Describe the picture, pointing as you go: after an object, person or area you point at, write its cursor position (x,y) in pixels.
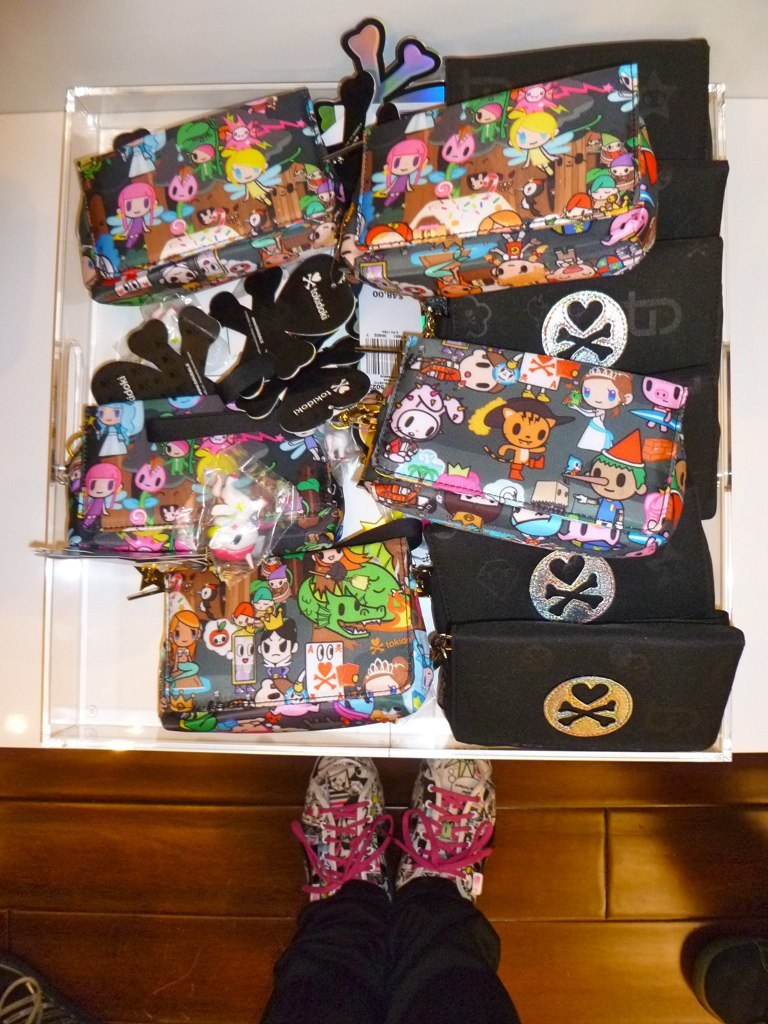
In the image we can see there is a tray (84,137) in which purses (634,141) and wallets (338,492) are kept. Few purses (390,195) are covered with cartoon stickers (212,184) and others are of black colour. A person (359,849) is standing, wearing shoes (425,840) and the lace (297,837) are of pink colour and the floor (115,881) is brown colour.
